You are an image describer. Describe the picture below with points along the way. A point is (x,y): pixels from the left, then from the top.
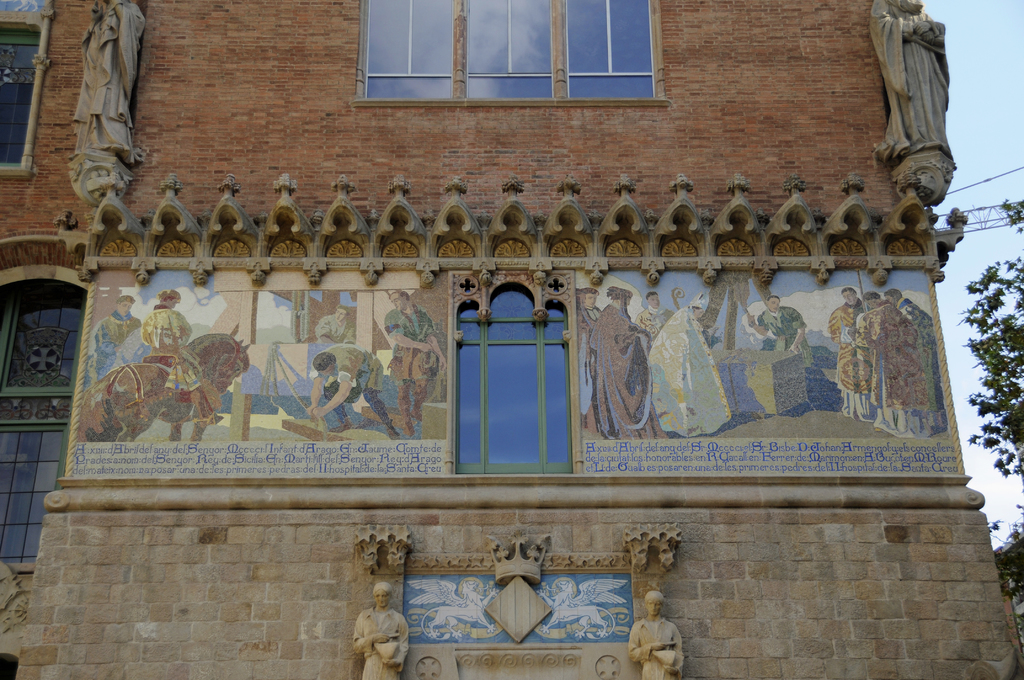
In the image we can see there is a building (296,324) made up of red bricks (266,153) and there are posters (360,389) of human (399,375) on the building (548,592). Behind there are trees (986,330).
